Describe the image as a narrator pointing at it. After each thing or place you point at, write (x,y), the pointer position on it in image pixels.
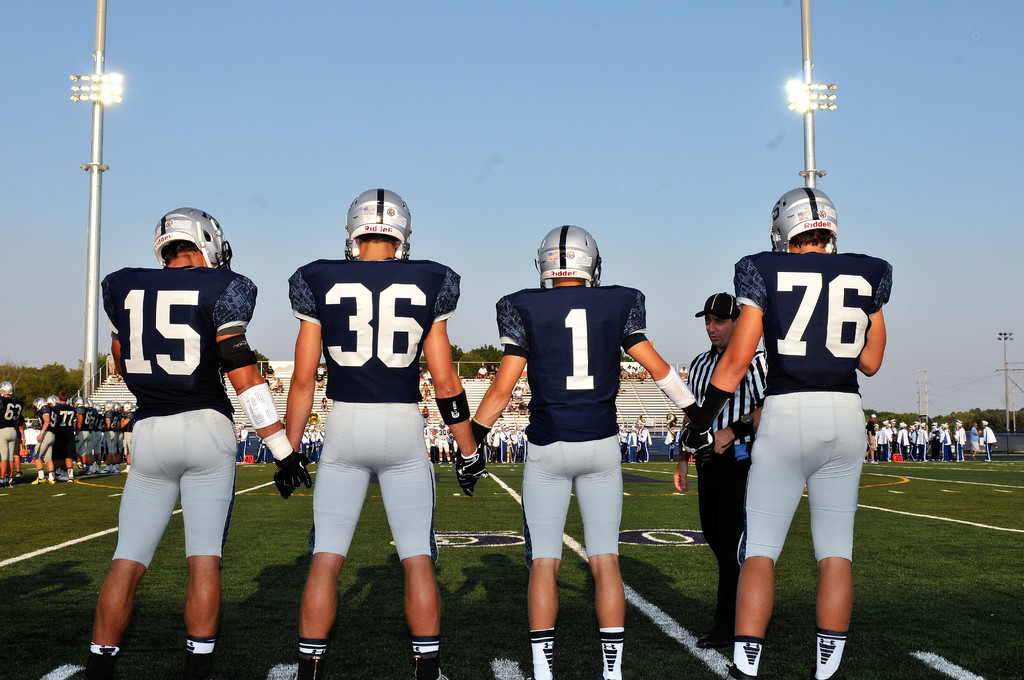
In this picture I can see there are four players (849,323) standing and they are wearing jerseys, pants (827,406) and helmets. In the backdrop (19,396) there are few people (907,427) standing and there are few poles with lights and there are trees (42,387) at right (967,426) and left sides. The sky (892,384) is clear.
